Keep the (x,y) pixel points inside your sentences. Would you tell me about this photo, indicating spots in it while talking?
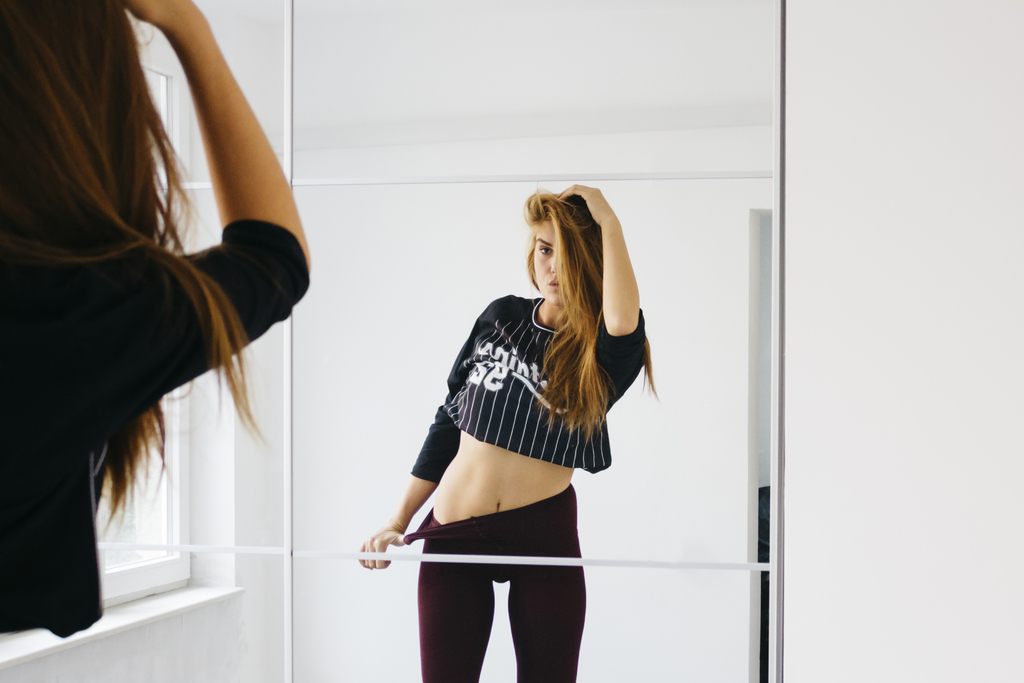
In this image there is a lady (113,319) in front of a mirror (555,374) and also the reflection (476,406) of the lady (482,420) in the mirror (663,406), there is a window (188,420) and the wall (833,393).
